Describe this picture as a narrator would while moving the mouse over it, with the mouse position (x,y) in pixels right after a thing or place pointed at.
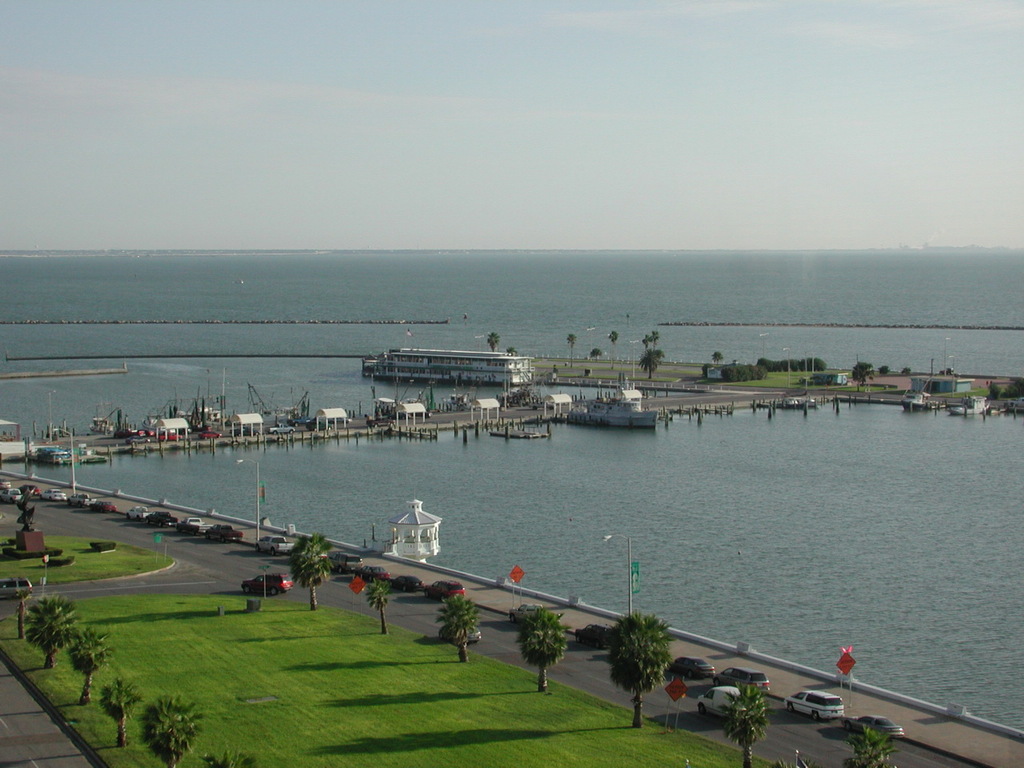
In this picture I can see few boats (464,372) in the water (519,464) and I can see a building (477,373), few trees (753,373) and few houses (714,368). I can see few vehicles (686,673) parked and few of them are moving on the road (11,507) and I can see piers (107,441) and a cloudy sky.
